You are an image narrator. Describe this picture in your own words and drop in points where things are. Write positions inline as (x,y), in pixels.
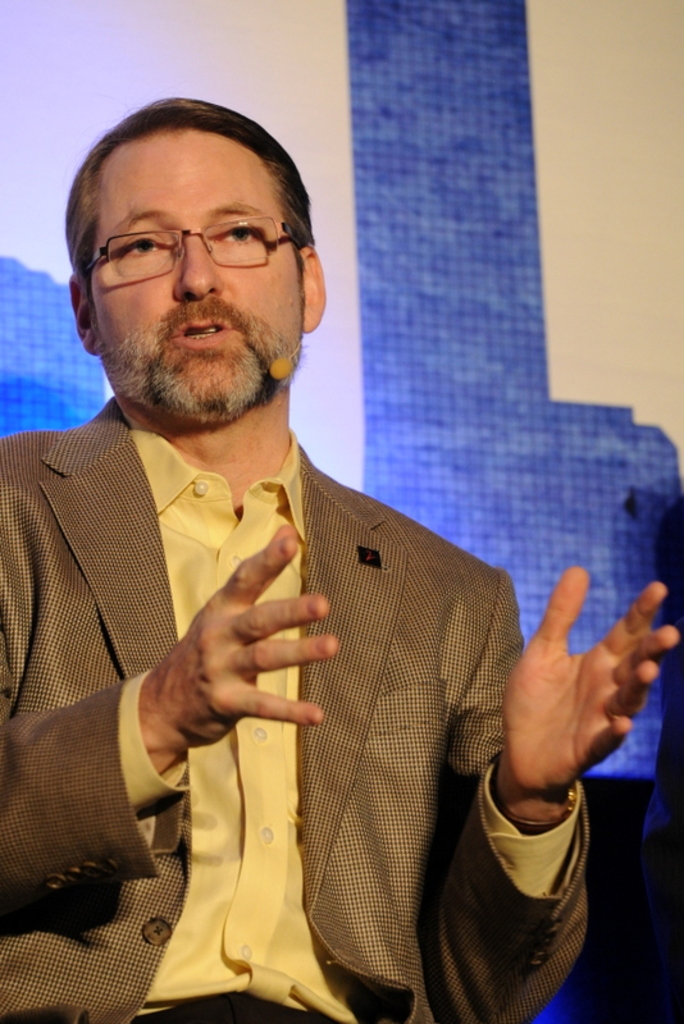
A person (308,598) wore a mic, spectacles (169,234) and he is talking. Background (438,401) there is a blue and white wall (503,202).
